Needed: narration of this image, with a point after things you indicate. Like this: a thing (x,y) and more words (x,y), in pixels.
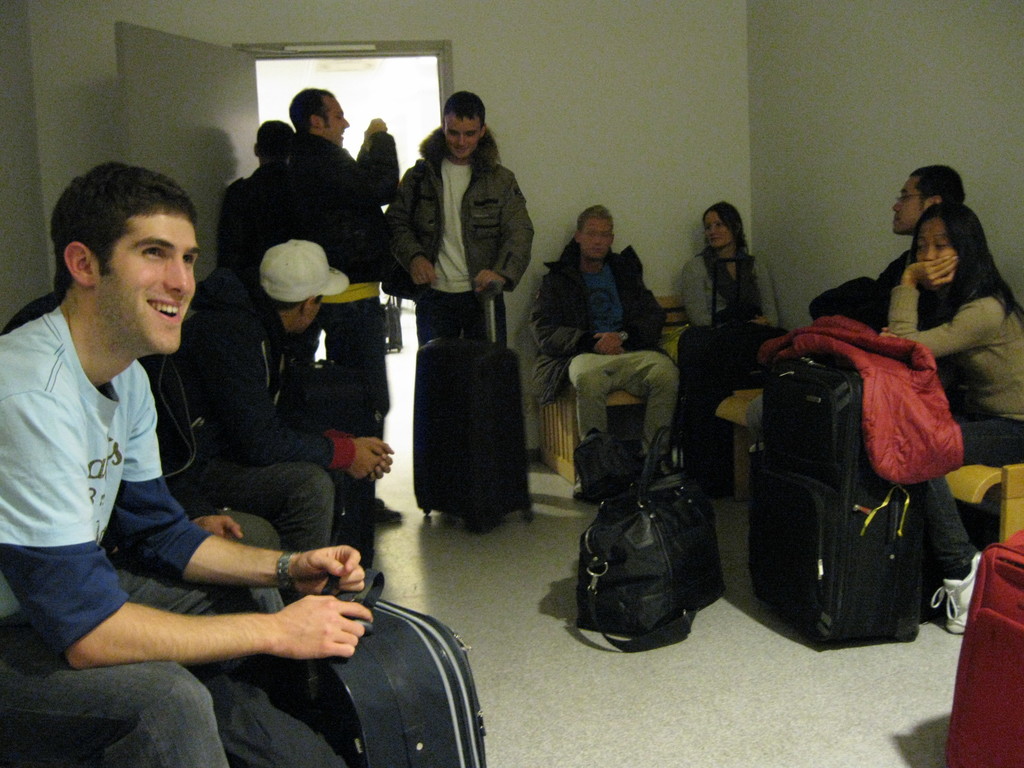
This is the picture of a group of people (37,369) sitting and someone (465,162) standing with their luggage (691,370).
